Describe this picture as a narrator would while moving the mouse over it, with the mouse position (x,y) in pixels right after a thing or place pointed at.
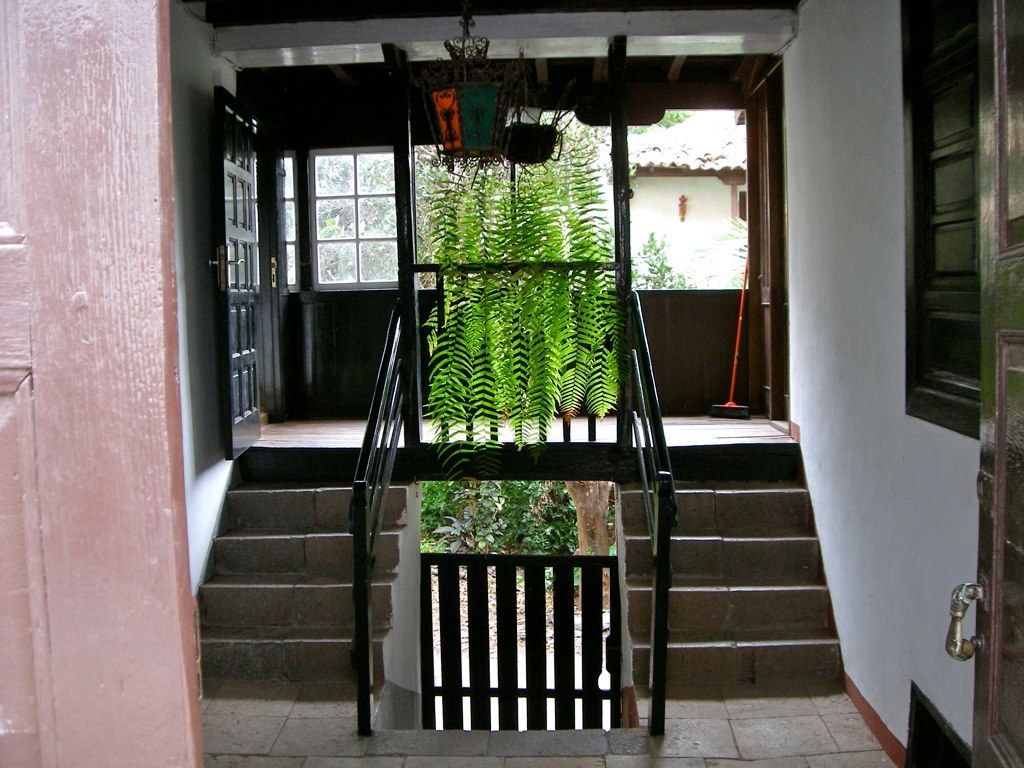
In this image I can see the doors (236,360). I can see the plants (511,368). On the left (280,498) and right side (708,529), I can see the stairs (724,526). In the background (678,220), I can see a house (716,156).
